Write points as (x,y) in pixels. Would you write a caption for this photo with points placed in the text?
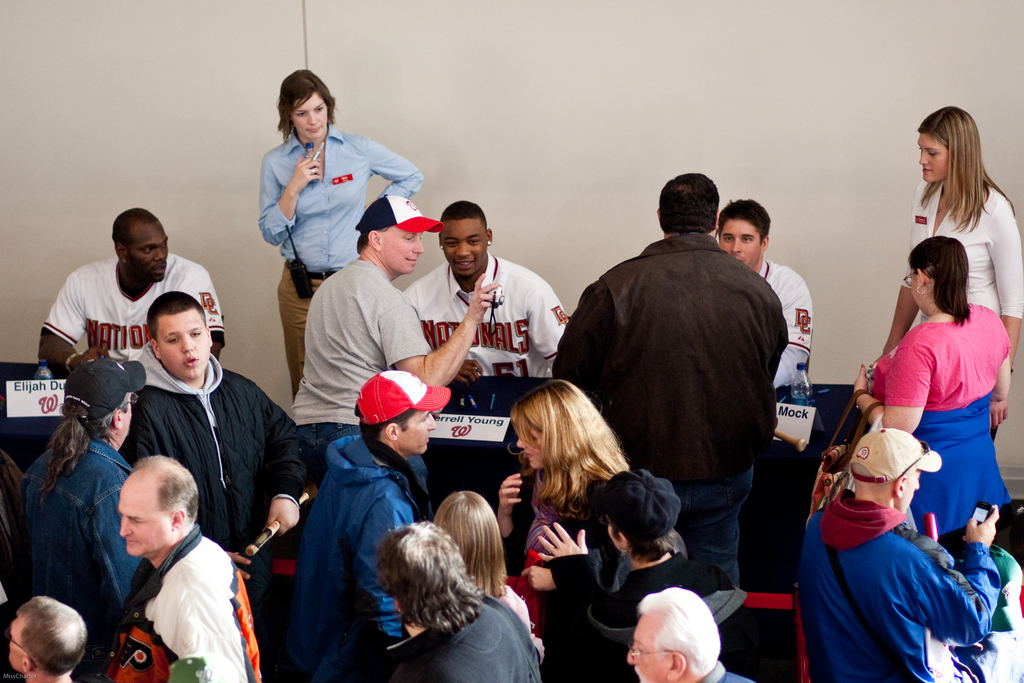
In this image we can see most of the peoples (326,136) are standing and they are discussing about something.
